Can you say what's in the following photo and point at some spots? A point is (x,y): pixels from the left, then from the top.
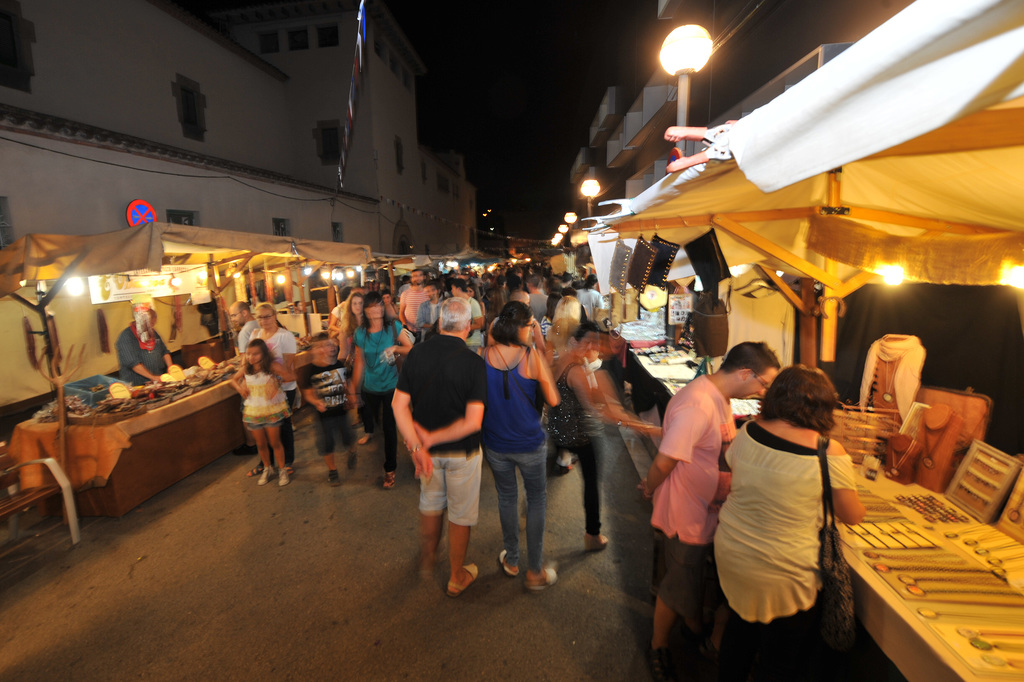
This picture is taken during night, in the top left (79,97) there are buildings (53,191), in front of buildings (34,198) there are some tents (15,271) visible, under the tent (70,326) I can see few lights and tables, persons (124,345), in the top right (787,23) there are buildings (666,79), tents (899,210), under the tent (899,210) few lights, tables (879,539), in the middle (569,330) there are group of people (438,417) visible on the road (272,548).
